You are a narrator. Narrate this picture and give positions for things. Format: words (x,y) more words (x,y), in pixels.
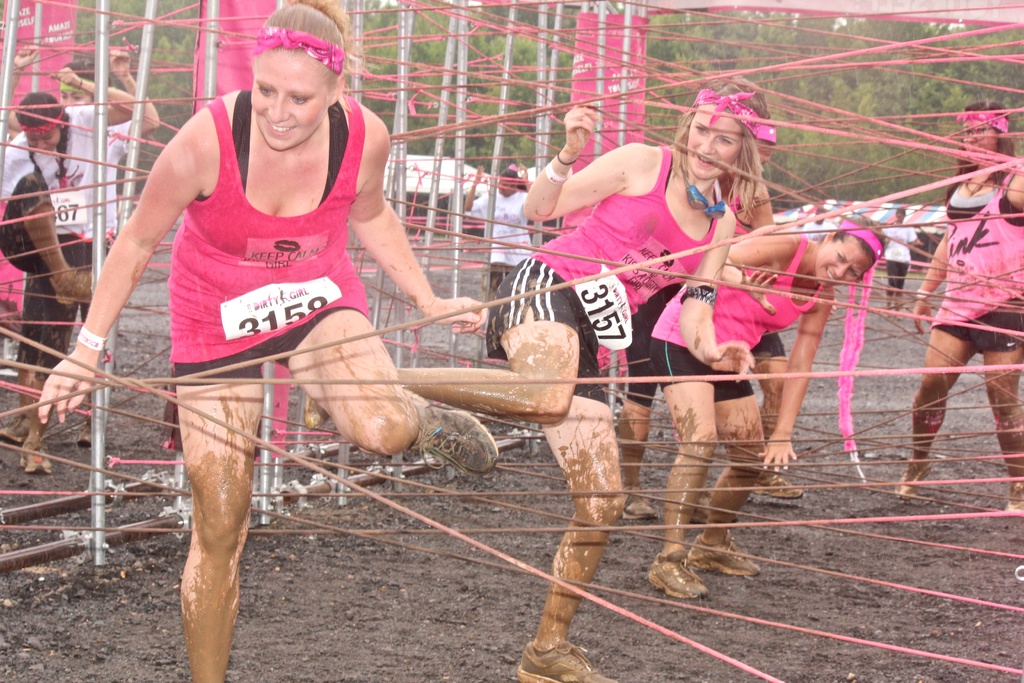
In this picture there are girls (261,74) in the center of the image (514,372), they are playing.
